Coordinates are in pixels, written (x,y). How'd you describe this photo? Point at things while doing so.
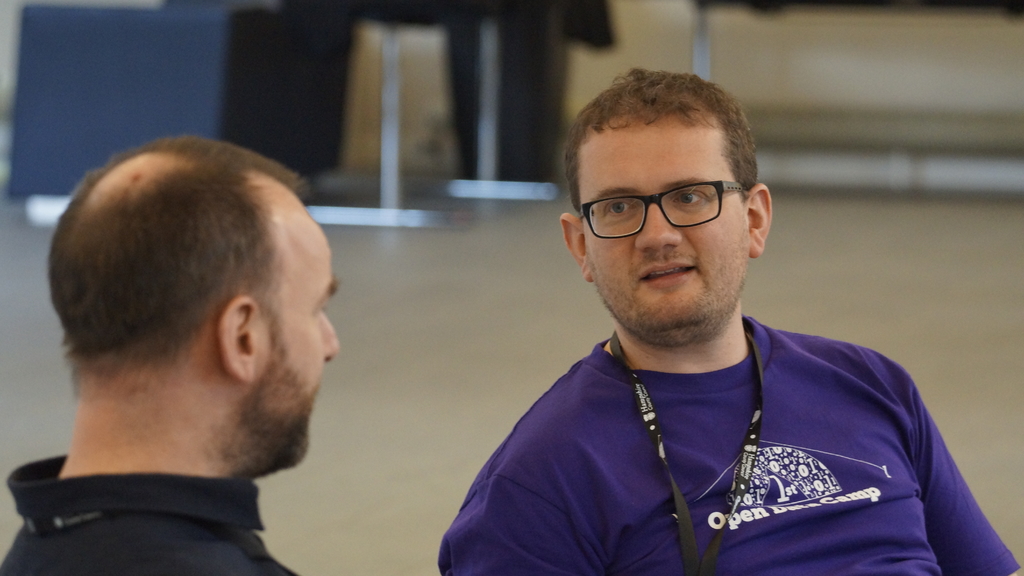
In this picture we can observe two men (207,425). Both of them are wearing black color tags (682,507) in their necks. One of them is wearing spectacles (598,232) and a violet color T shirt (624,475). In the background (415,299) we can observe floor (425,303).
